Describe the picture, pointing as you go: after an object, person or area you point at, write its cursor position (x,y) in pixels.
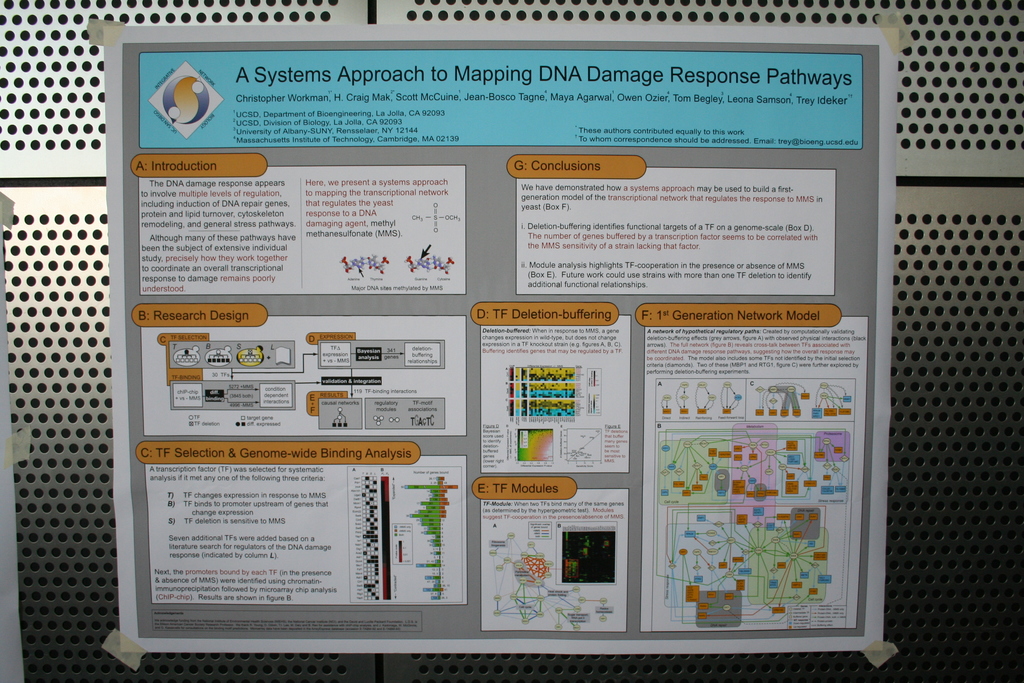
In this picture we can see a metal sheet (934,274) in the background (965,132), there is a paper (874,262) pasted to the sheet (897,143), we can see some text (559,187) on the paper (325,226).
